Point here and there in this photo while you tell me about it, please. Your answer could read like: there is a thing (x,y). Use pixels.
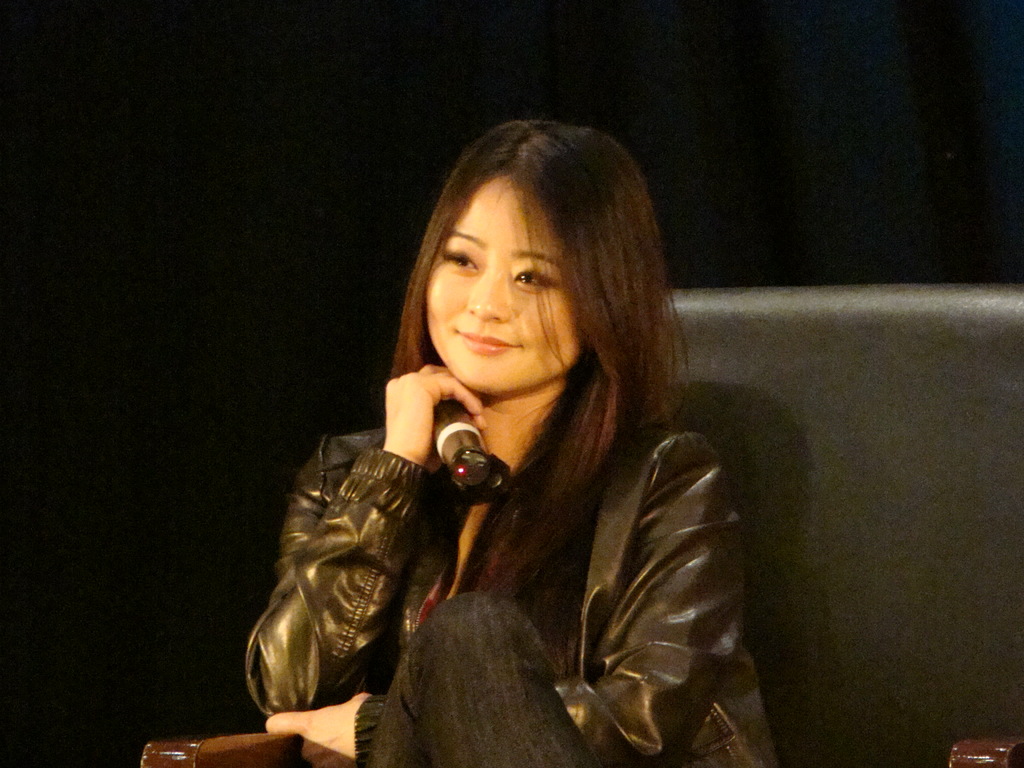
In this image in the center (511,387) there is one woman (485,370) who is sitting in a chair (842,600), and she is holding a mike (464,434) and there is a black background (225,226).
